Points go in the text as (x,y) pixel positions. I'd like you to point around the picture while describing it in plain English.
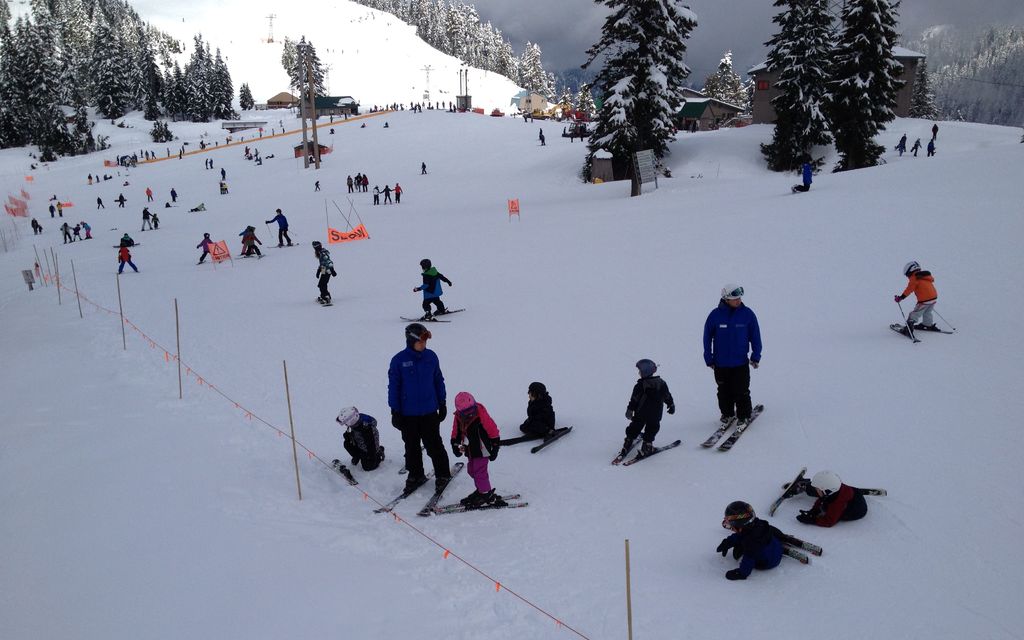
In this image there are many people (377,199) skiing on the surface (555,466) of the snow (626,335). In the background (846,100) there are houses (519,103) and trees (589,95).
